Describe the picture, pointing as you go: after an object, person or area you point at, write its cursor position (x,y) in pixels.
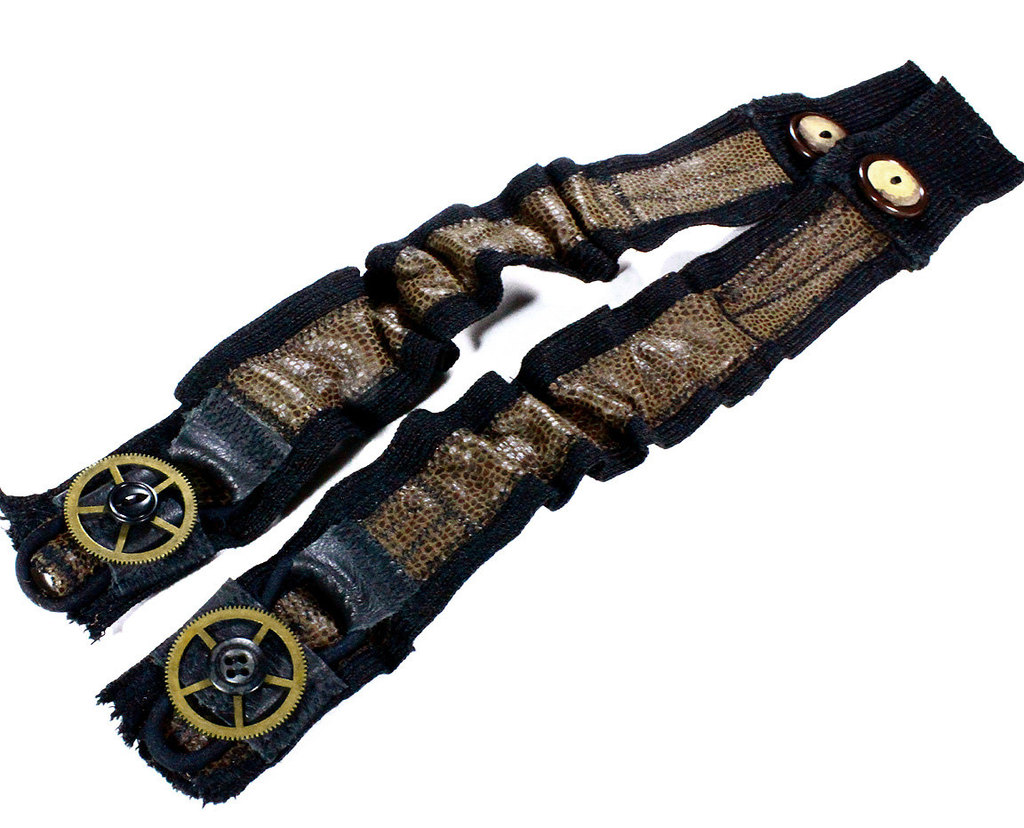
In this image we can see leather straps (700,260). On the leather straps (681,284) there are buttons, wheels (174,695) and other objects (32,588). The background of the image (12,632) is white.
